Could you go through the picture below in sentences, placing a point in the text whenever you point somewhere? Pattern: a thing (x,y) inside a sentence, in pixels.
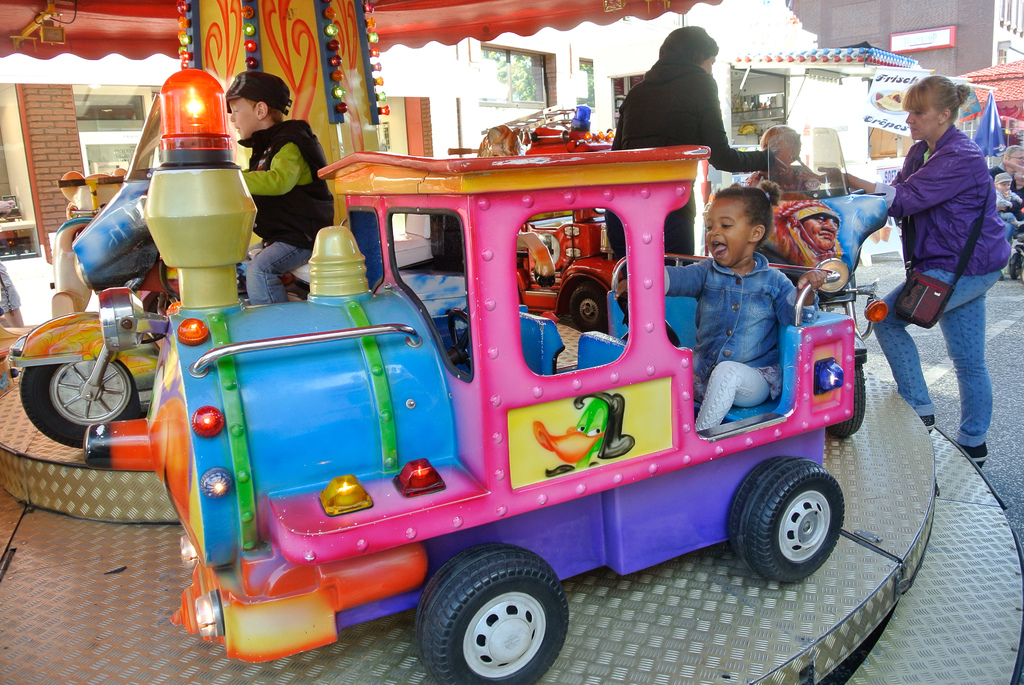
This image is taken outdoors. At the bottom of the image (718,639) there is a stage (824,611). In the middle of the image (365,347) there is a carnival train (316,407). A few kids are sitting on the trains (472,403). A woman (640,145) is standing on the stage (902,440). In the background (51,122) there is a building (633,55). There are two stalls (849,75). On the right side of the image (918,59) there is a building (895,14). There are many boards (873,107) with text (881,74) on them. A kid (1000,207) is walking on the road (1002,293) and there is a closed umbrella (988,137). A woman (948,202) is standing.
